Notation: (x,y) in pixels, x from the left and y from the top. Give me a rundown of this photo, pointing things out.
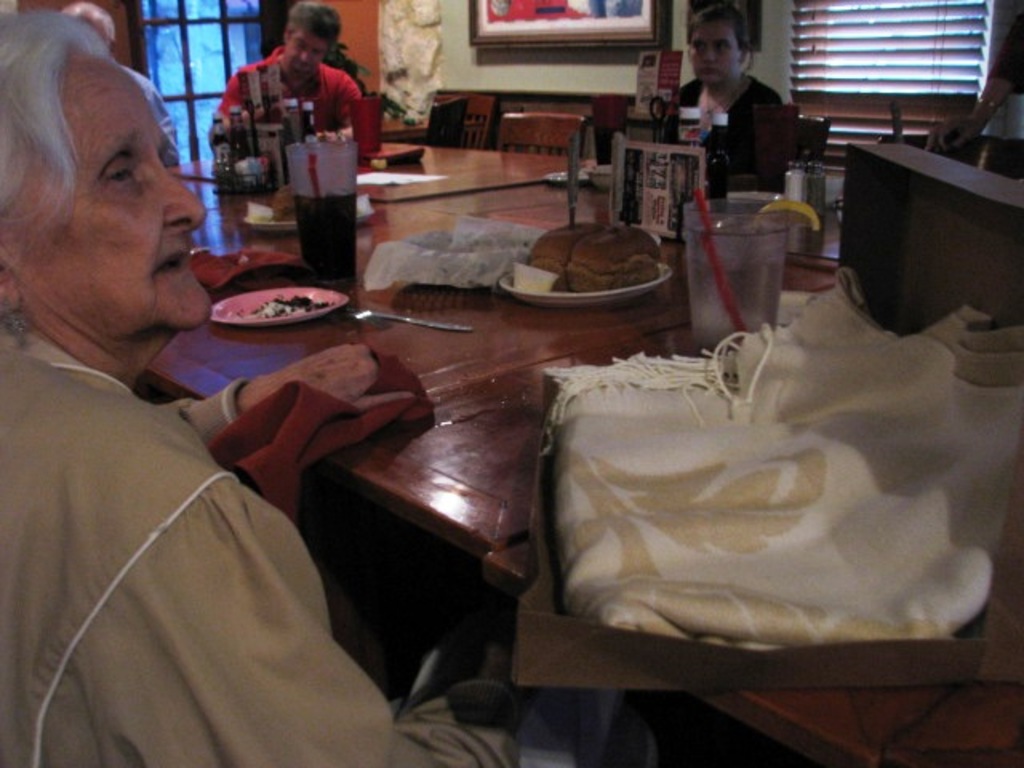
In the picture we can see a old woman (153,344) sitting on the chair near to the table (481,389) and two persons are sitting that side to the table (466,394) on a chairs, on the table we can find some food items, glass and plates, in the background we can see a wall (591,102) and window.
